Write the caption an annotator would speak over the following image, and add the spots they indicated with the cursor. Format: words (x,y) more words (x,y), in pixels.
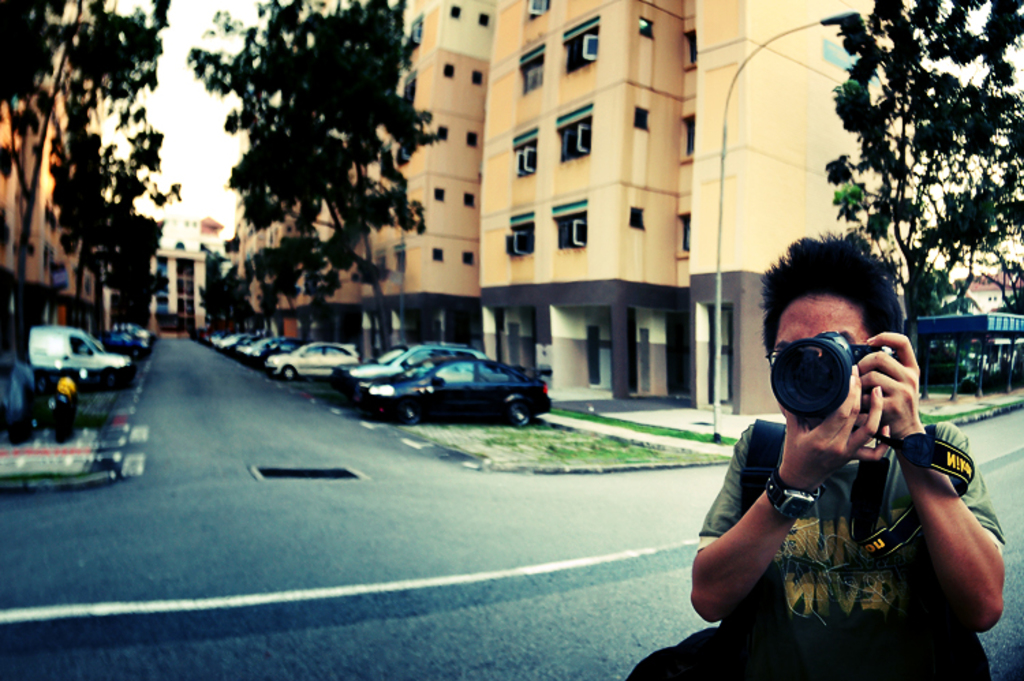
A man (818,452) is capturing photographs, behind him there is a building (355,319), trees (84,248), sky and vehicles (88,364).
